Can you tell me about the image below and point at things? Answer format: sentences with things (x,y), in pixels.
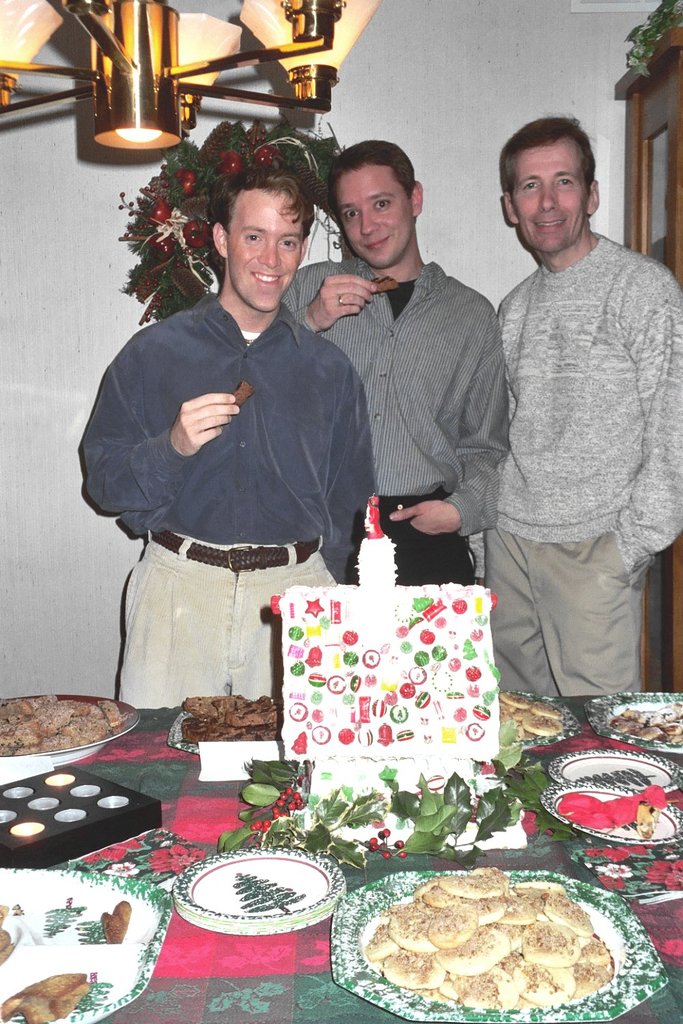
In the foreground (264,601), three persons (275,453) are standing and having smile on their face (566,228), in front of the table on which houseplant (487,814) is there, plates (246,858) are there, bowl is there and different kinds of food (412,923) is there. On the top (264,49), a chandelier (228,52) is hanged to the wall (237,103). The background wall (455,101) is white in color. In the right (653,90) cupboard (653,141) is visible on which leaves (663,12) are there. This image is taken inside a house (518,81).
